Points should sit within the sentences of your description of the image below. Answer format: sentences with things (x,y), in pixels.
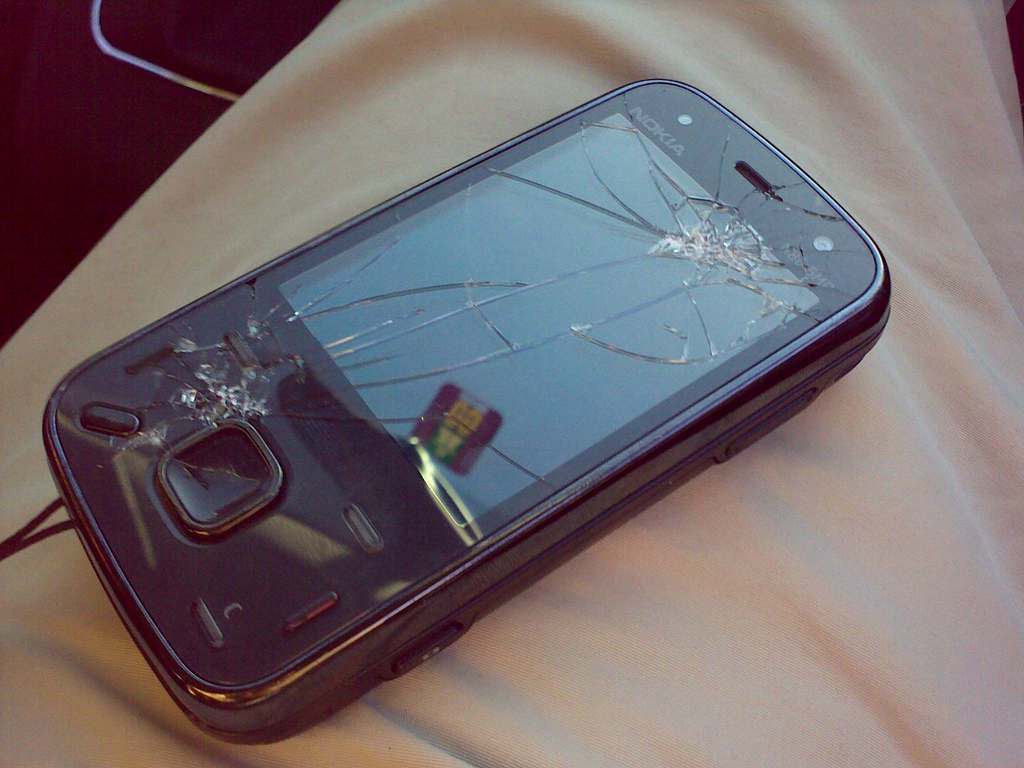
In this image we can see the broken mobile screen (456,532) on the cloth (829,88).
